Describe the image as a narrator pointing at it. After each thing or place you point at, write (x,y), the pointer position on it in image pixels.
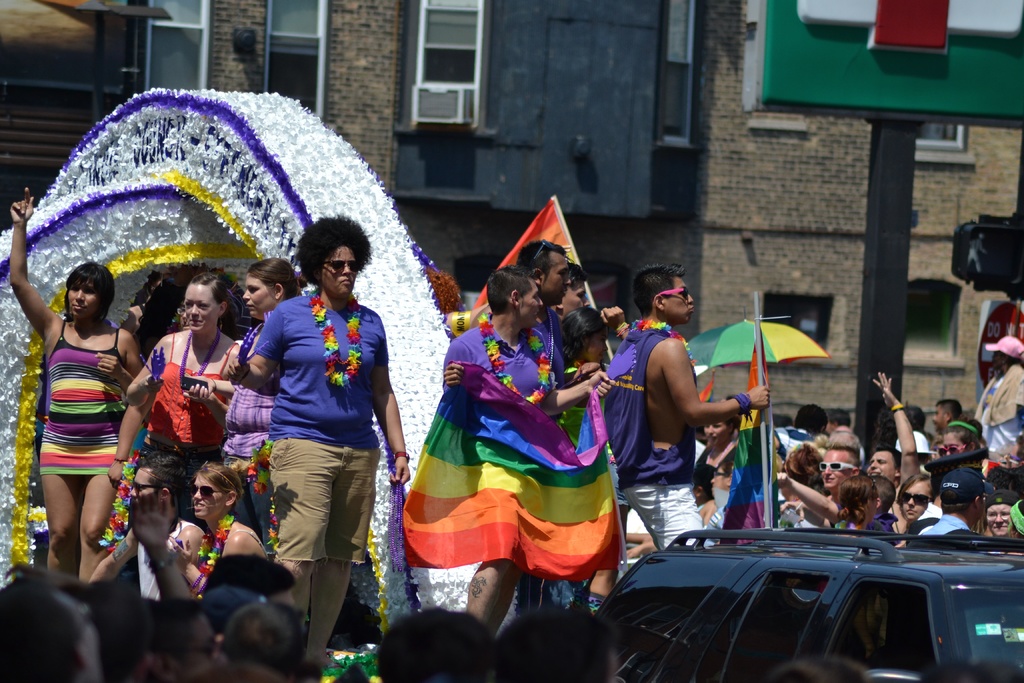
In this image, I can see groups of people (640,366) standing and two people (211,555) sitting. On the left side of the image (89,258), It is a structure (131,171) with the decorative items (325,180). At the bottom right side of the image (723,590), I can see a vehicle (710,599). In the background (563,203), there is a building (521,101) with windows (440,70), an umbrella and a pole (899,313).
